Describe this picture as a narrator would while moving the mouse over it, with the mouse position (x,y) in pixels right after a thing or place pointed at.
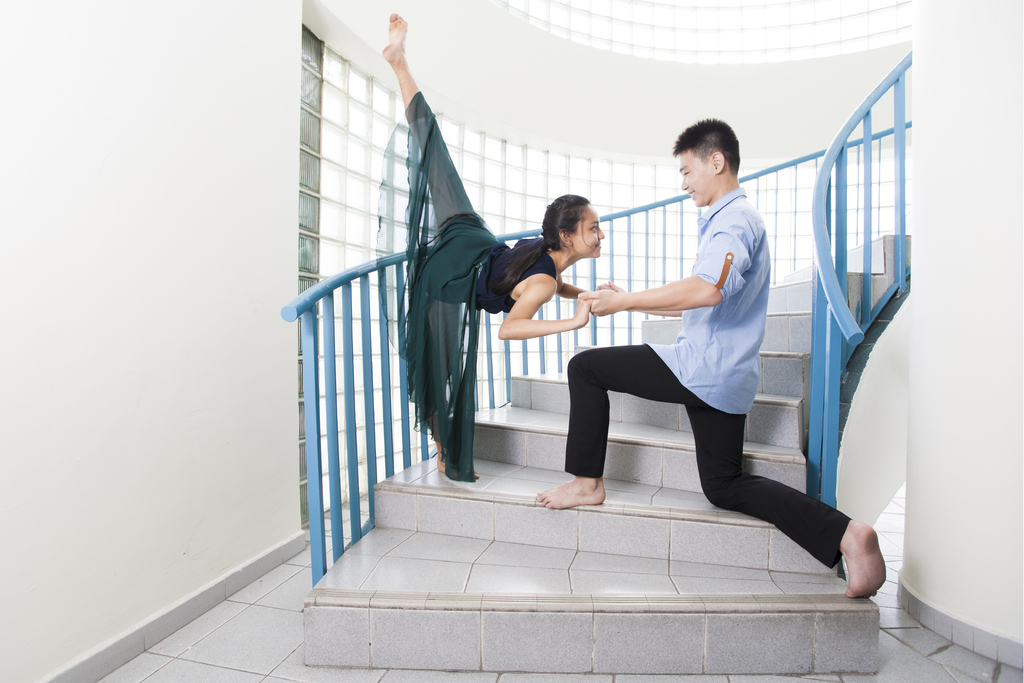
In the background (860,56) we can see the wall (530,40), glass windows (771,46). In this picture we can see a man (712,231) and a woman (523,280) giving different pose holding their hands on the stairs (423,610). We can see the stairs (438,607), floor (661,682) and the railings (837,216).
